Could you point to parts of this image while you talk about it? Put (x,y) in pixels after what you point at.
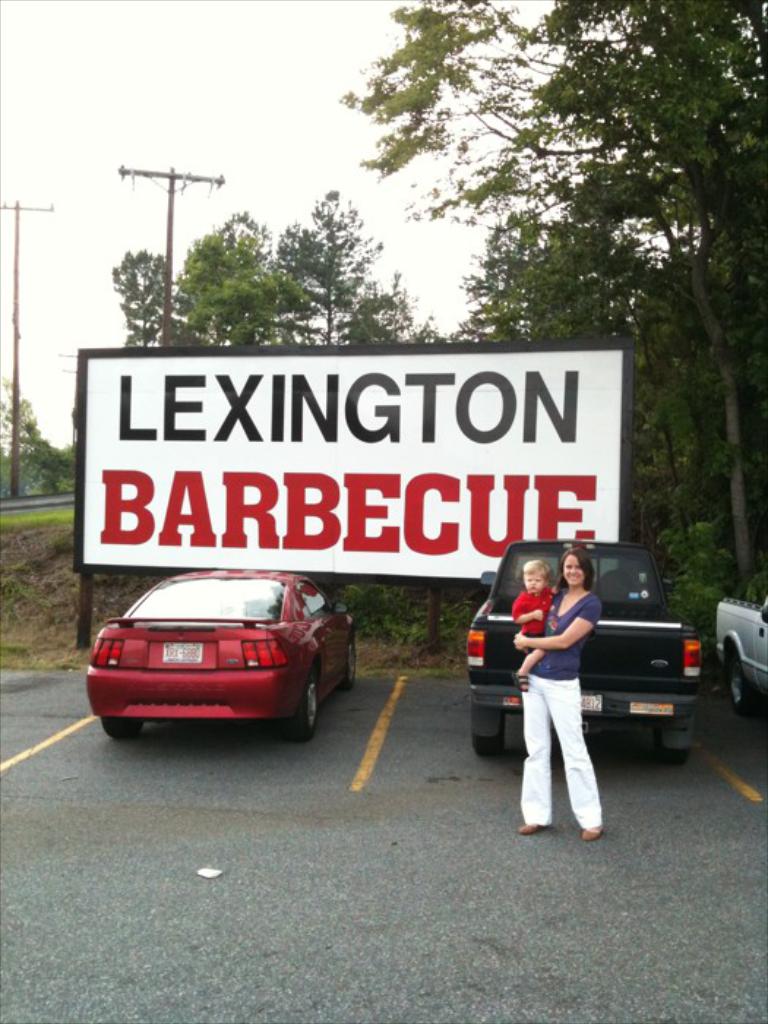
In this image I can see two cars (204,671) which are maroon and black in color on the road (343,774) and a woman (533,697) wearing violet and white colored dress (557,667) is standing and holding a baby (532,626) who is wearing red colored dress (526,611). I can see a huge board (430,555) which is white in color. In the background (673,80) I can see few trees (274,289), few poles (15,229) and the sky (142,93).
